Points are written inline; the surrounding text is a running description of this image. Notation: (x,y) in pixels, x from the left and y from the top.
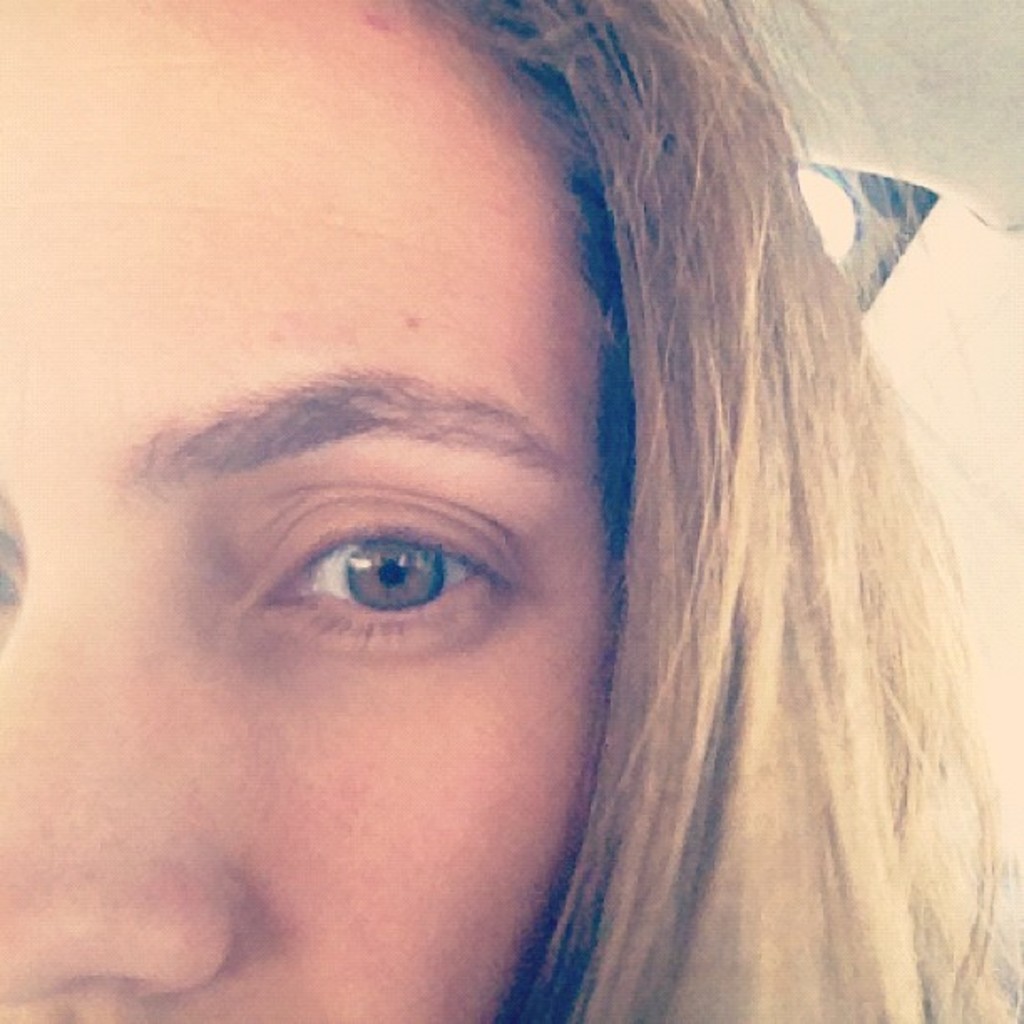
In this image we can see half face (74,1013) of a girl (704,817).
